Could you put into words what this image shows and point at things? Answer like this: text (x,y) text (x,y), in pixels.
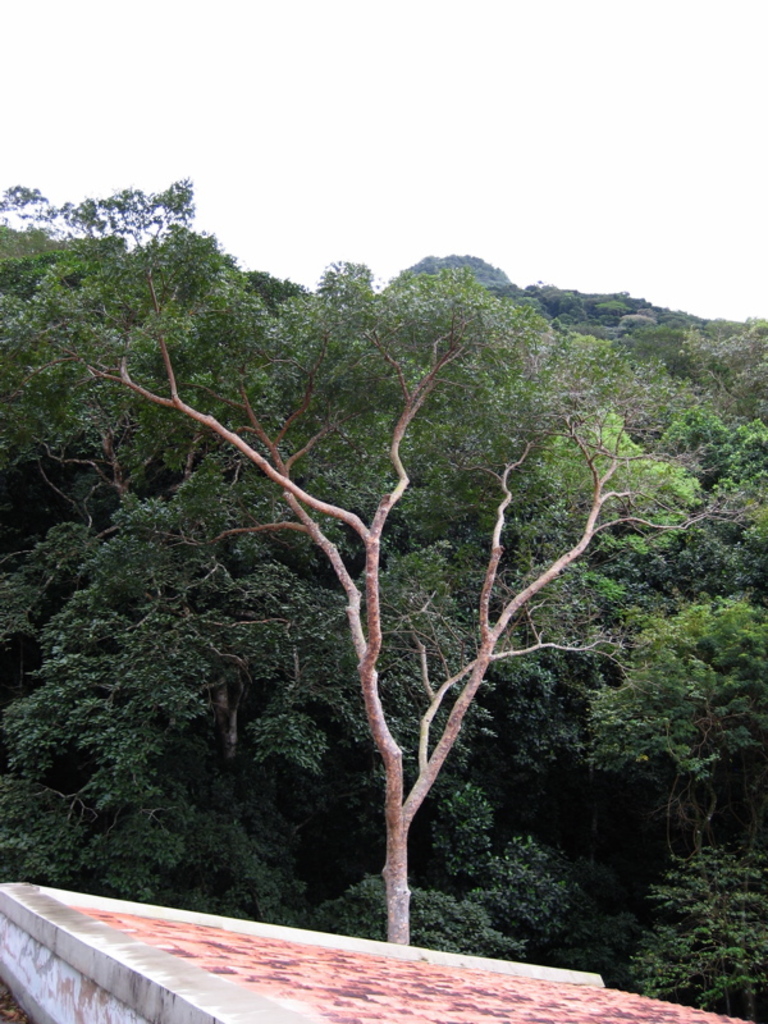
In this image at the bottom (408,979) there is slope (270,951) and wall (150,953), and in the background (233,621) there are some trees (432,521). At the top (428,187) there is sky (406,191).
